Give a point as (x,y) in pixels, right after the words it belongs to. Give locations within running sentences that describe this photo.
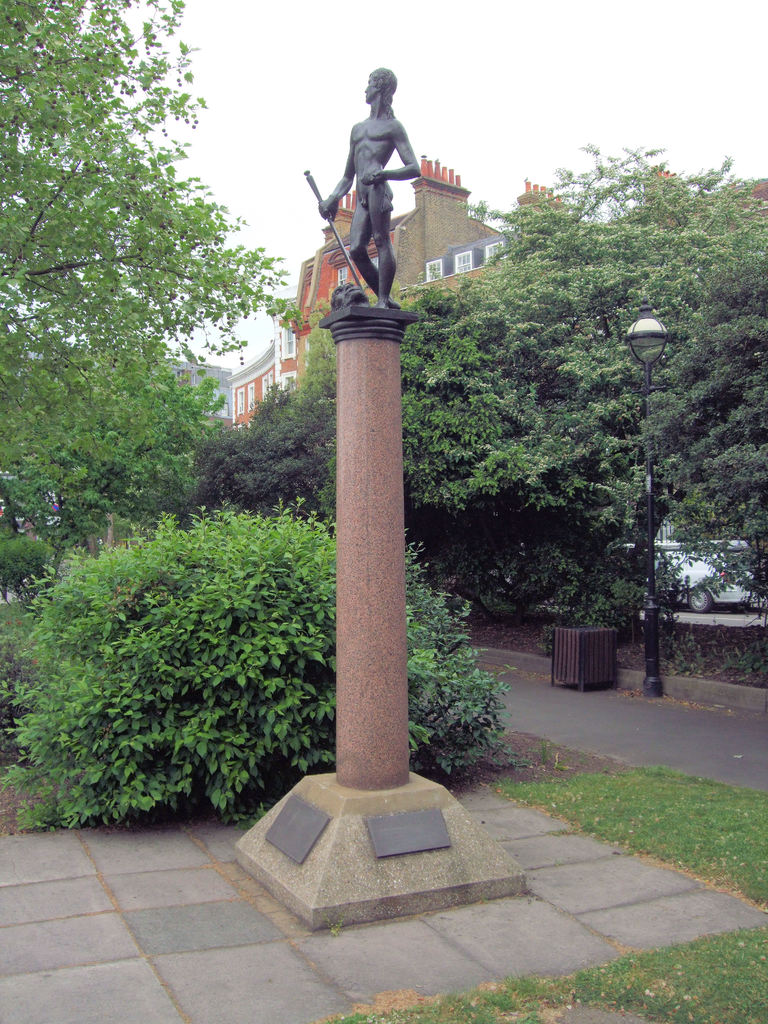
This is an outside view. In the middle of the image (387,477) there is a statue (367,150) of a person (385,172) on a pillar (341,546). On the right side (652,743) there is a road (652,718). Beside the road (636,718) there is grass (659,796) and plants (166,704). In the background (230,372) there are many trees (502,295) and buildings (444,264). At the top of the image (566,33) I can see the sky (505,46). On the right side (691,572) there is a vehicle (731,593) and a light pole (648,595).
